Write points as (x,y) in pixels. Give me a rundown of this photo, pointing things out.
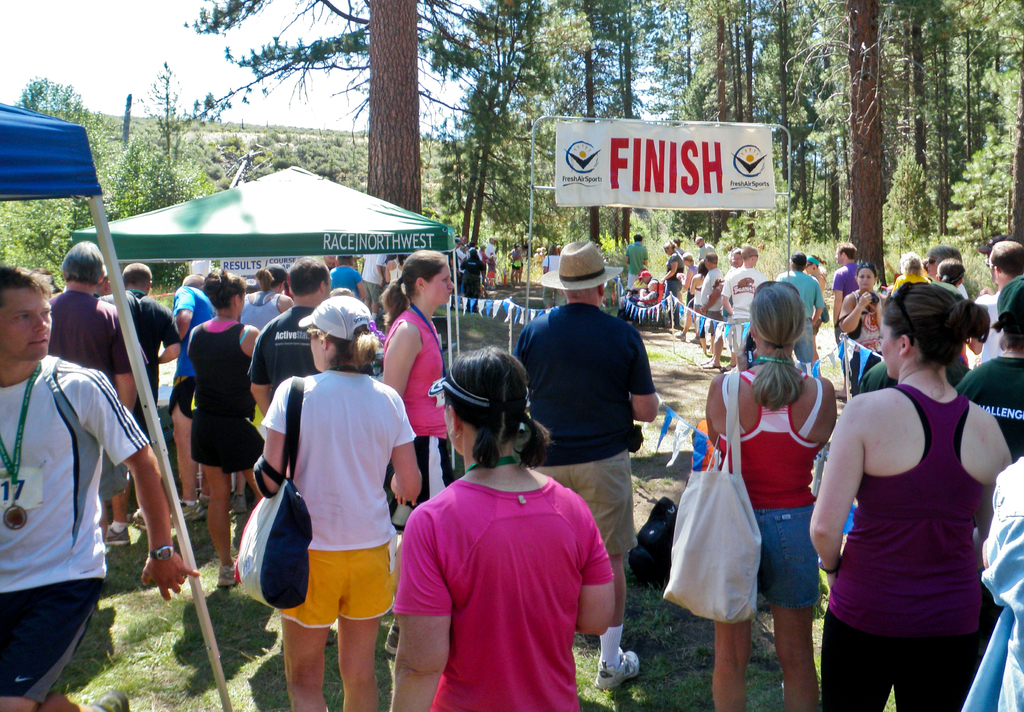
In this image we can see people (372,393) and there are tents (230,210). There is a board (596,152) and we can see flags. In the background (813,32) there are trees (858,36) and sky (1,28).
